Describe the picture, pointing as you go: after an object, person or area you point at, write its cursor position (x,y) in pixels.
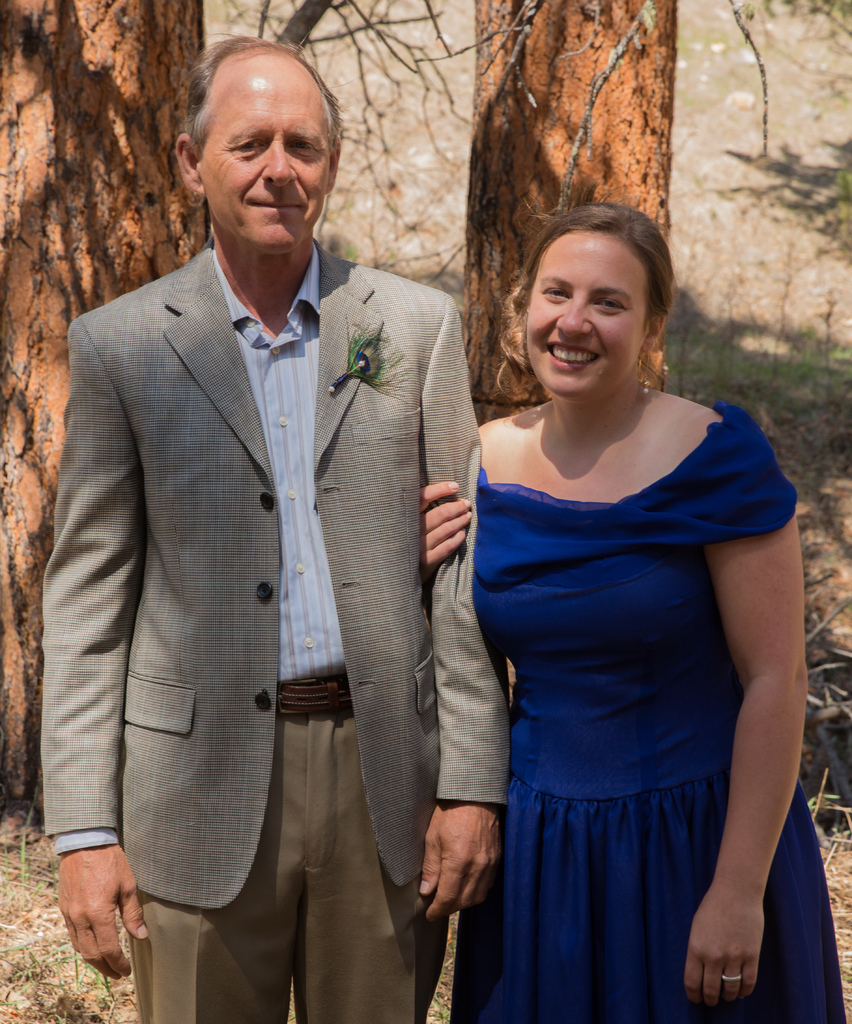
In this image I can see two people (485,659) wearing the different color dresses (436,730). These people (349,753) are standing on the ground (31,944). In the back (161,219) I can see many trees (512,180).
